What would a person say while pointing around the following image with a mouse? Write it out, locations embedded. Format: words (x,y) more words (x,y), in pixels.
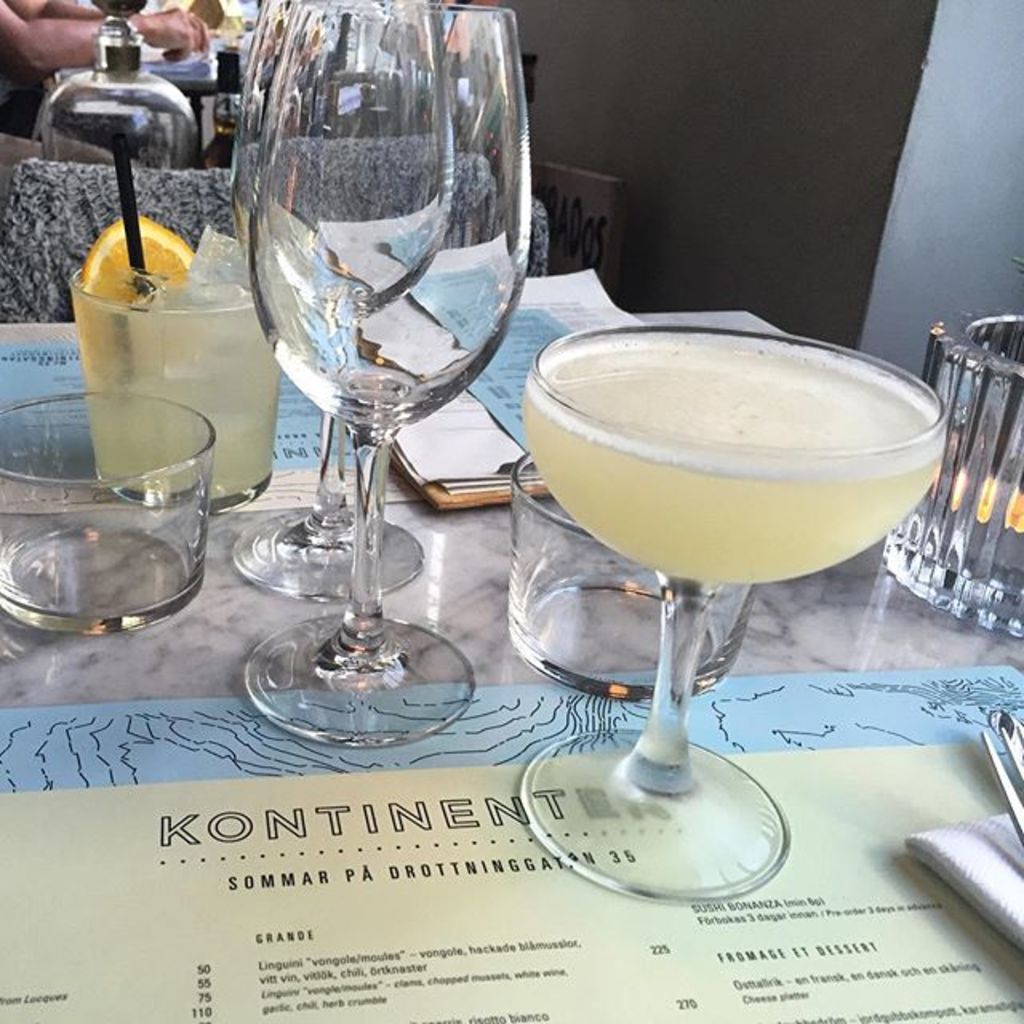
In this image i can see a few glasses (374,657) and other objects (439,491).
